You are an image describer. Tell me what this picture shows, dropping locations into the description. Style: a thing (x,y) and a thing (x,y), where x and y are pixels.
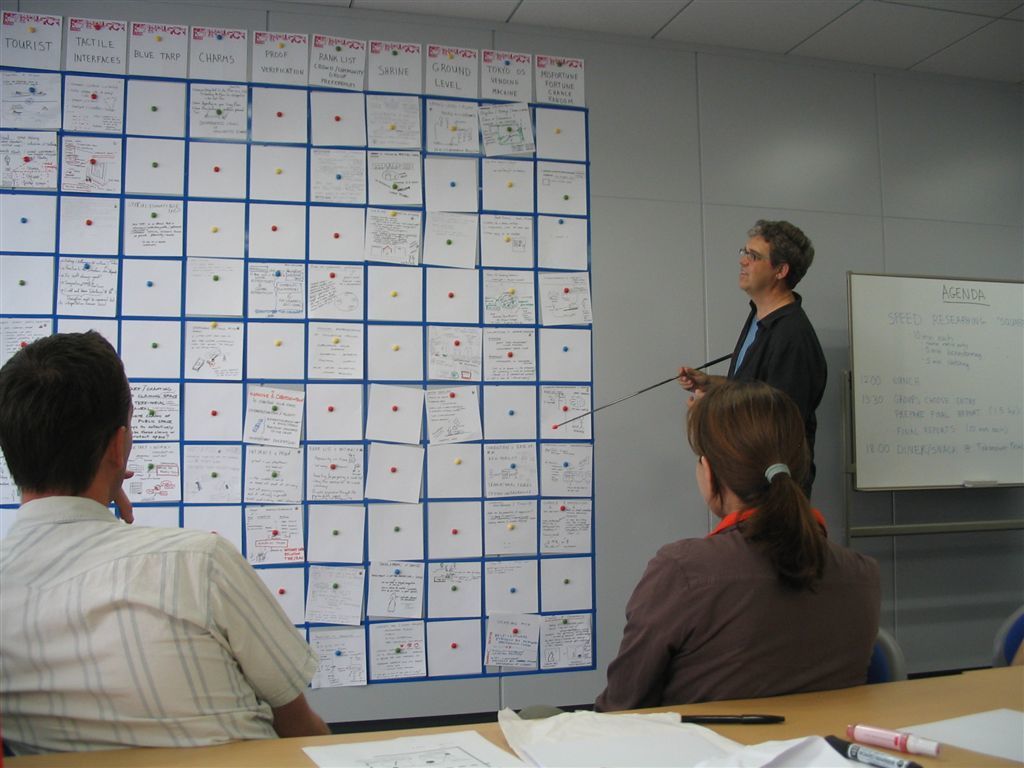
In this image we can see group of people (70,602) sitting in front of a table (279,767). One person (780,263) is standing. he is wearing spectacles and holding a stick (675,379) in his hand (702,375). In the background (982,418) we can see a board (978,442) and papers (215,87) pasted on the wall (144,378).
